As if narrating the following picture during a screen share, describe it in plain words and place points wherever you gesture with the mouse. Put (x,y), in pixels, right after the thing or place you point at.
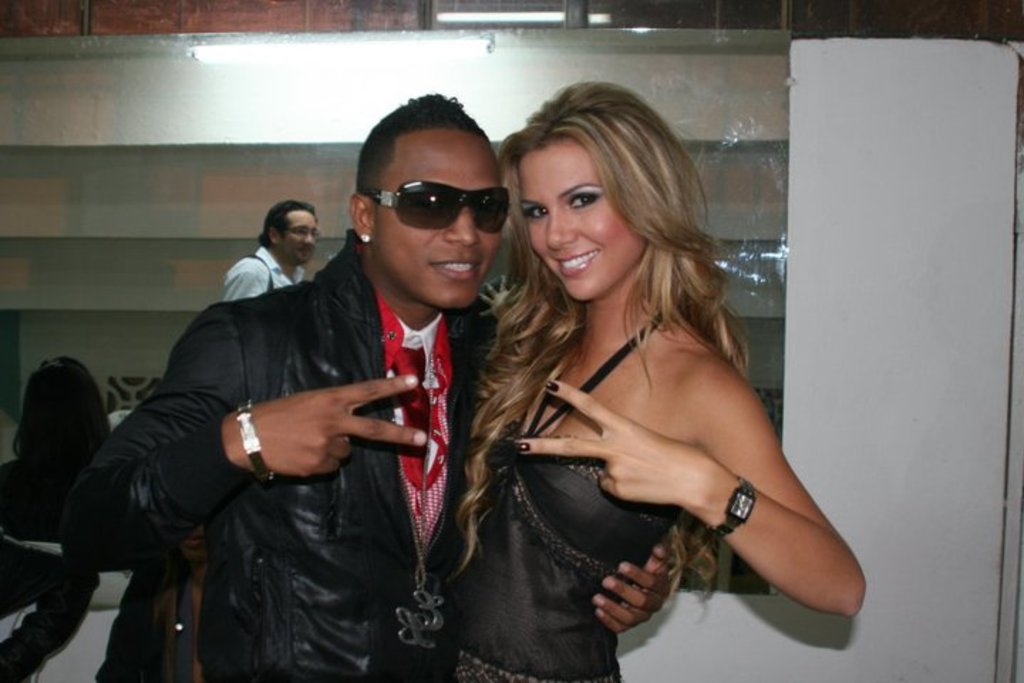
In this picture I can see a man (453,168) and a woman (685,364) standing and smiling, and in the background (775,242) there is a mirror (720,230) attached to the wall (813,223), and there is a reflection (310,226) of group of people (286,218) and a light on the mirror (305,147).
